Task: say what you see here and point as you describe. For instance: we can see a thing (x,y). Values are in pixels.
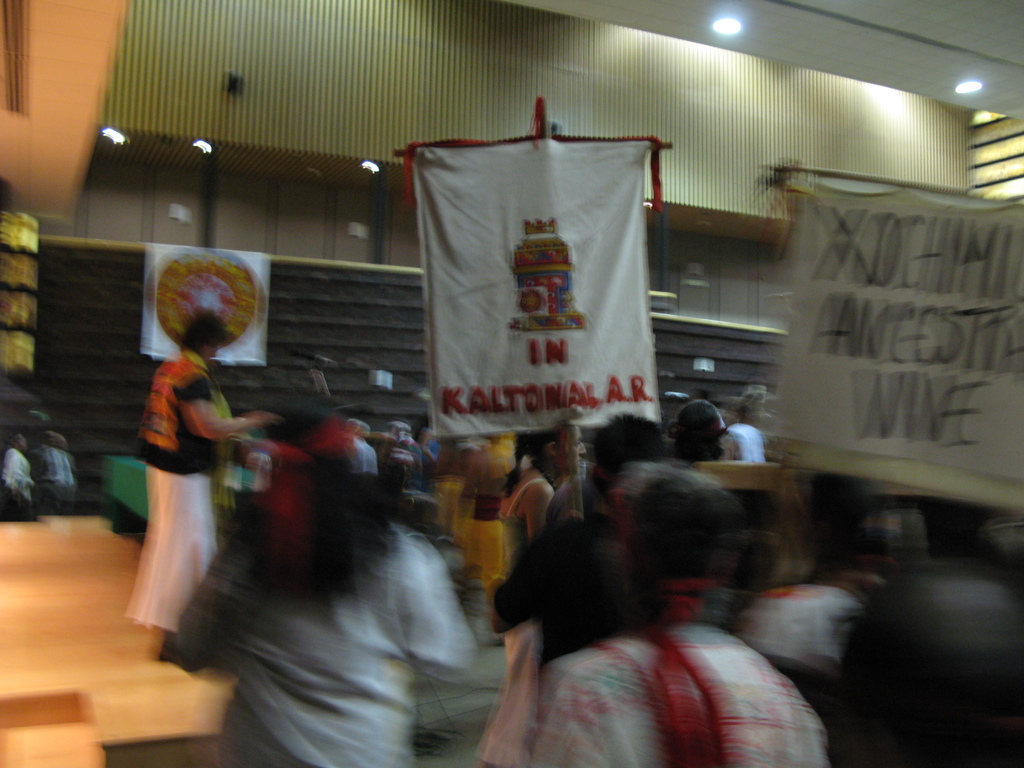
This image consists of many people (510,760) holding banners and placards (598,306). To the left (110,623), there is a dais (57,589) on which a person (177,511) is standing. In the background (367,156) there are walls (274,131) along with lights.
